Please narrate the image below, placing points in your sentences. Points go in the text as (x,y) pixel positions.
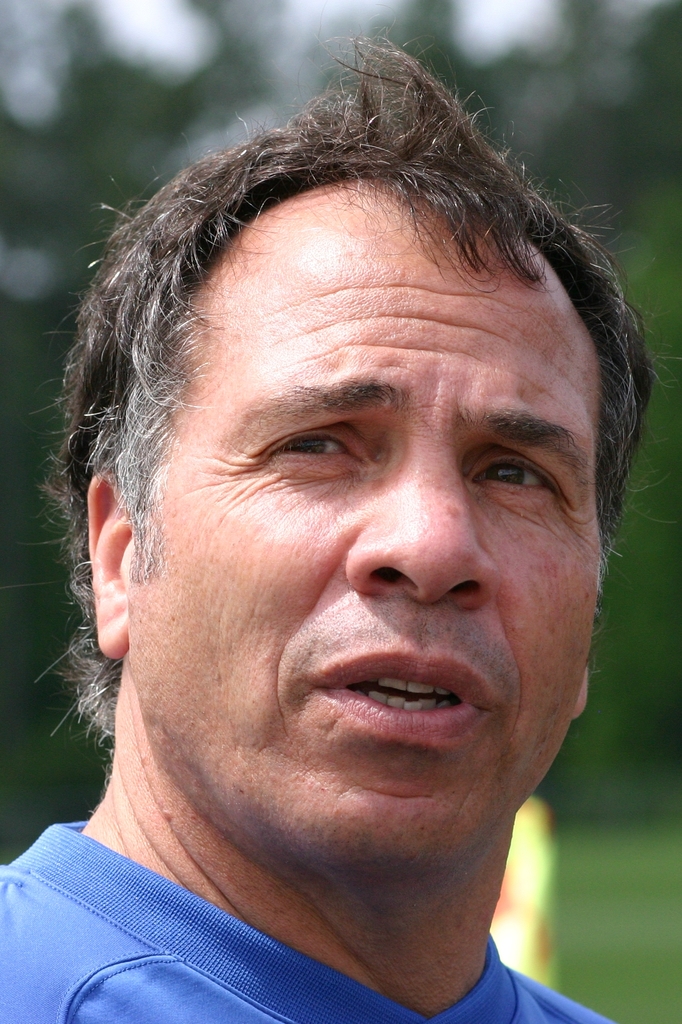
In this picture in the front (284,553) there is a person (342,594) and the background (621,647) is blurry.
